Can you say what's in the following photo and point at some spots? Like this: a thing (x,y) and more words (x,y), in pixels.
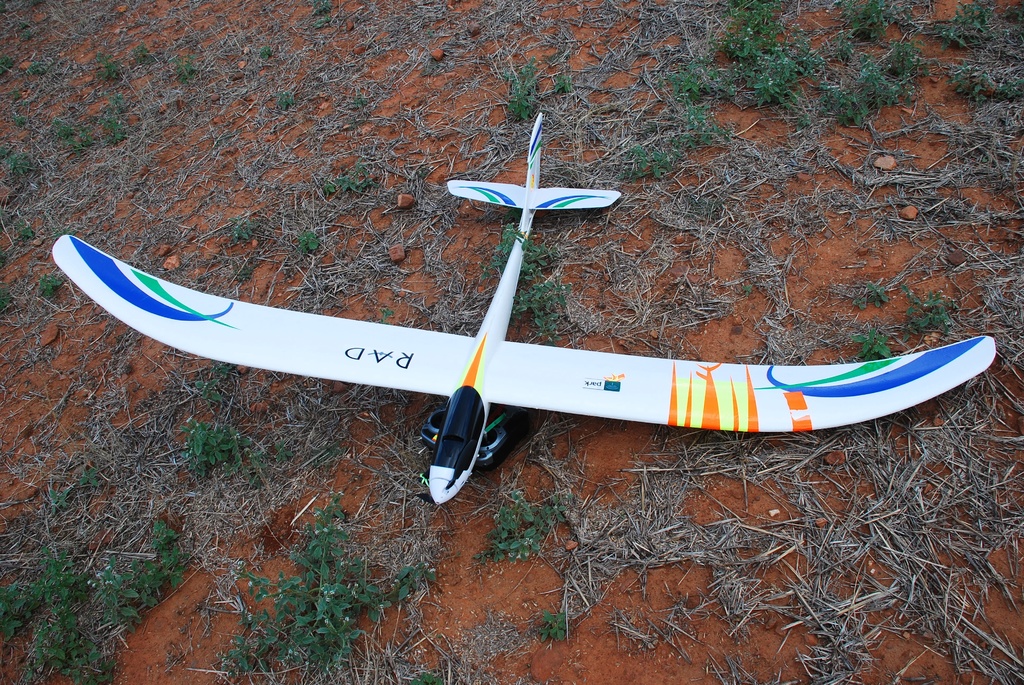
In this image we can see an airplane (490,343) on the ground (474,277) and there are plants (343,615).
